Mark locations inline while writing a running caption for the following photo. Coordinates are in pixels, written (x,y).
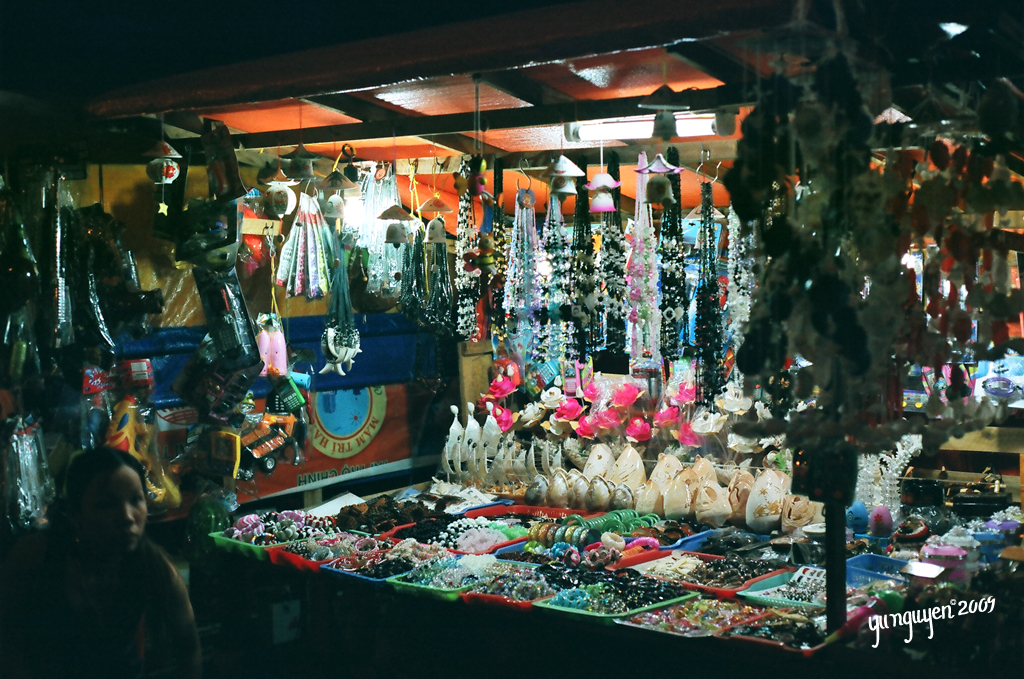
In this image there is a person (139,611) sitting near a shop (638,52), in that shop (762,381) there are many items (811,462), on the bottom right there is some text (953,601).
